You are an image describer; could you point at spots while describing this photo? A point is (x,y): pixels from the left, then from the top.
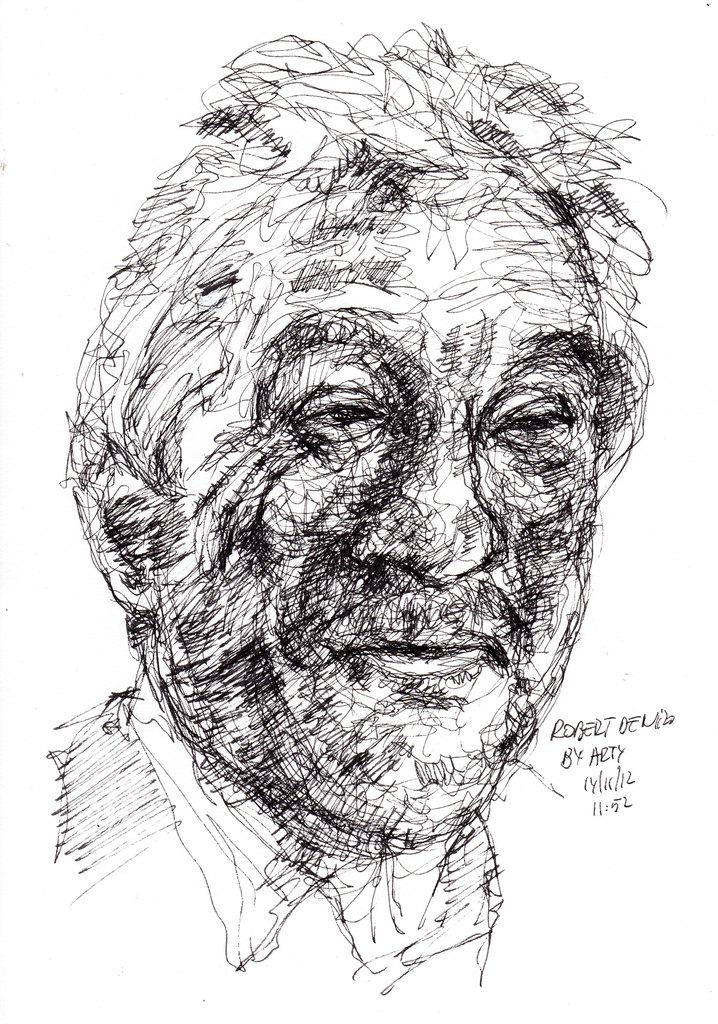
In this picture we can see a sketch (367,971) of a man (242,325) and some text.
